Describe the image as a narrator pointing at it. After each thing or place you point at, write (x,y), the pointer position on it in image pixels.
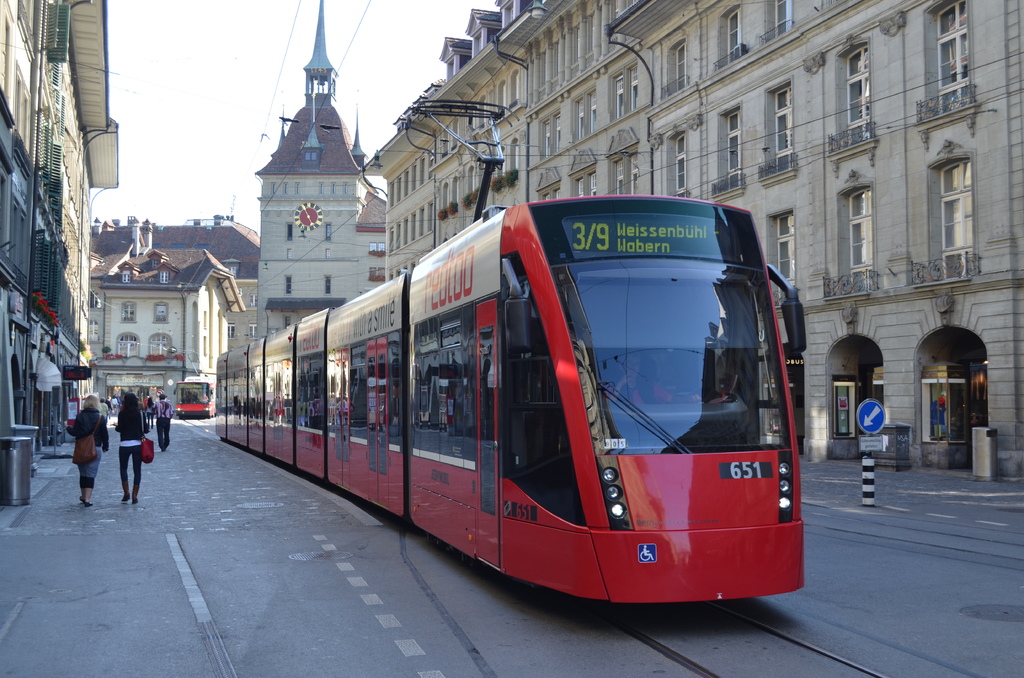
In the image we can see there is a metro bus (590,439) parked on the road (262,480) and there are people (125,462) walking on the road (189,429). Behind there is a bus (192,415) parked on the road (202,466) and there are buildings (322,227). There is a clock tower building (306,232) and the sky (328,29) is clear.
